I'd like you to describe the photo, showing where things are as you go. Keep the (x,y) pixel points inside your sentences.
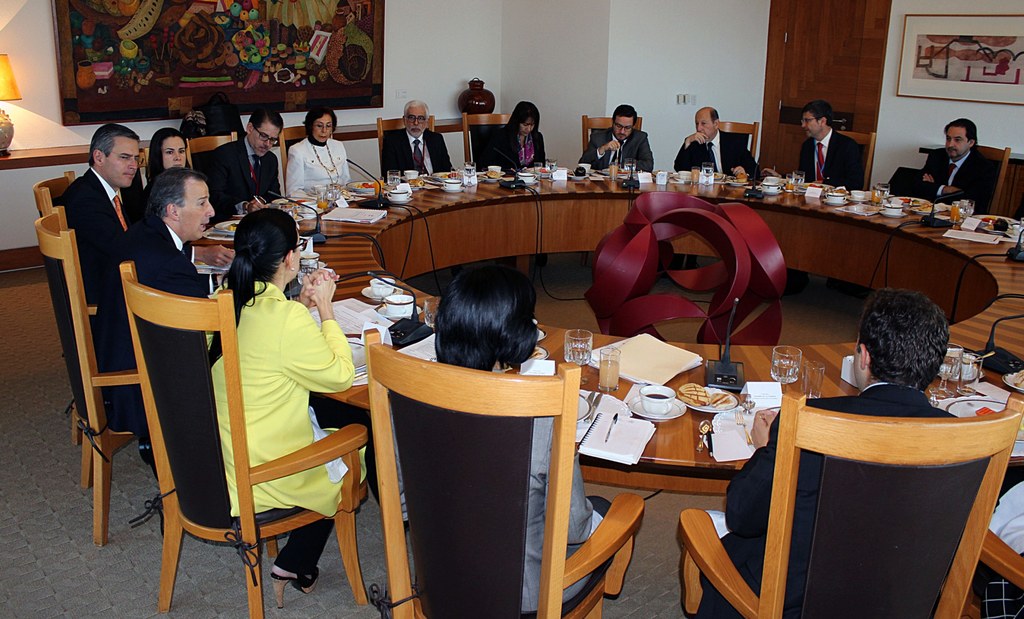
This is a conference room (754,207) where we can see few persons (611,139) sitting on chairs (485,605) in front of table (691,458) and on the table (649,447) we can see books (638,434), pens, spoons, forks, plates (582,404), mikes (722,378), cups (667,405) and saucers (666,412) and drinking glasses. This is a sculpture (648,290). On the background (645,44) door (811,53), wall (711,41), photo frames (68,107) over a wall (45,73). On the table (59,158) we can see a lamp (9,118).
